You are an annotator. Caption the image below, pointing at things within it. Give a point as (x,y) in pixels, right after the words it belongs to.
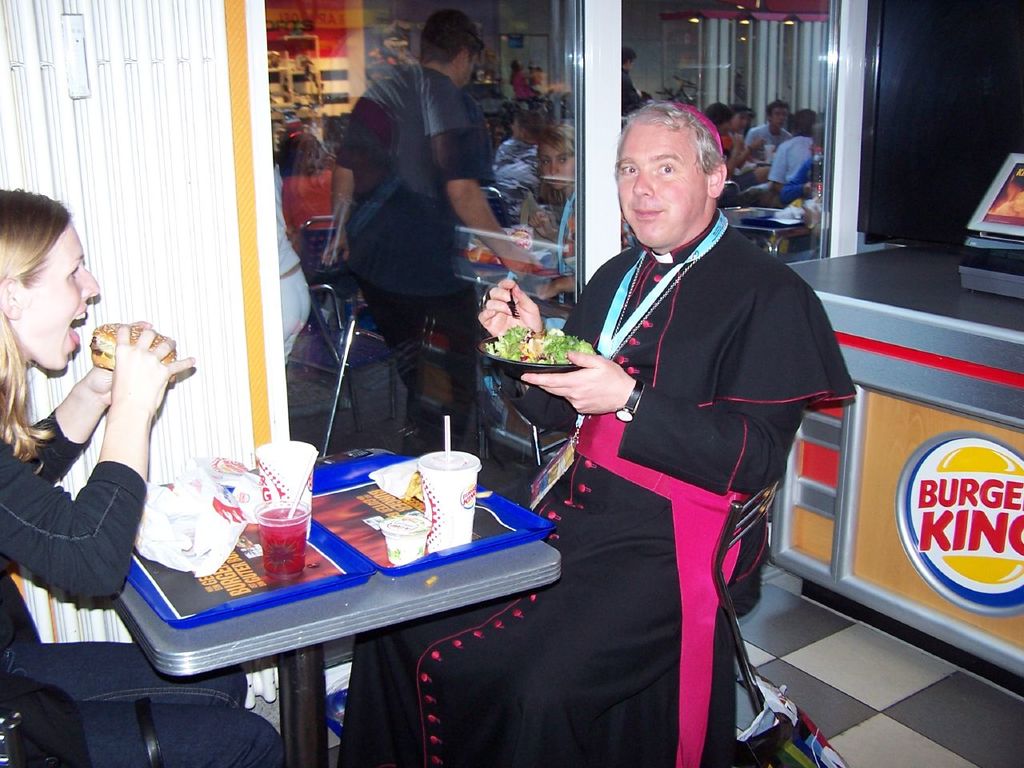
In the image we can see two people (780,379) sitting, they are wearing clothes (66,455) and it looks like they are eating. Here we can see the table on the table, we can see glasses (304,498) and other things (228,510). Here we can see the floor (908,710) and the glass window (468,109), out of the window (533,117) we can see there are many other people (810,131) sitting and one is walking, they are wearing clothes (462,144).
